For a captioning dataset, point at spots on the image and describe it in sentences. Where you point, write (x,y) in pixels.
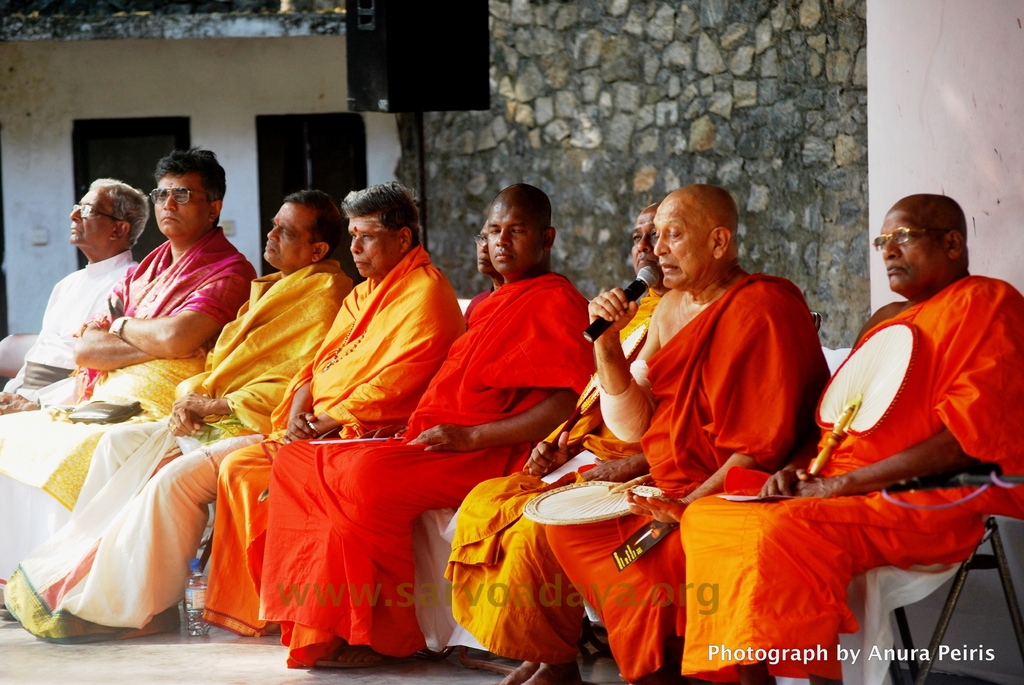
In this image we can see a few people (420,286) sitting on the chairs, we can see a house (319,99), windows (284,155), a wall (754,191), a person (643,454) is holding a mic (647,273), and talking, there are two hand fans (609,505), also we can see a speaker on the stand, and a bottle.
